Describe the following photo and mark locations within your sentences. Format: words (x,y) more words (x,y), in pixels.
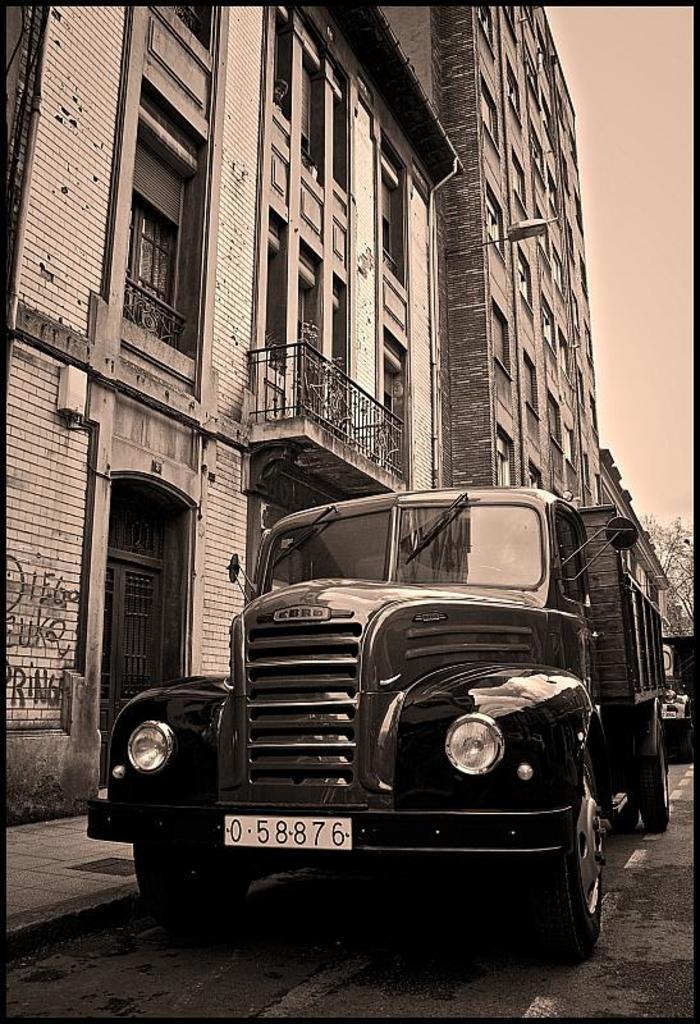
In this image I can see the vehicle (431,827) on the road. To the side of the vehicle (446,735) I can see the building (278,434) with railing (372,447) and the windows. In the background (679,572) I can see the trees (670,563) and the sky (597,376).
